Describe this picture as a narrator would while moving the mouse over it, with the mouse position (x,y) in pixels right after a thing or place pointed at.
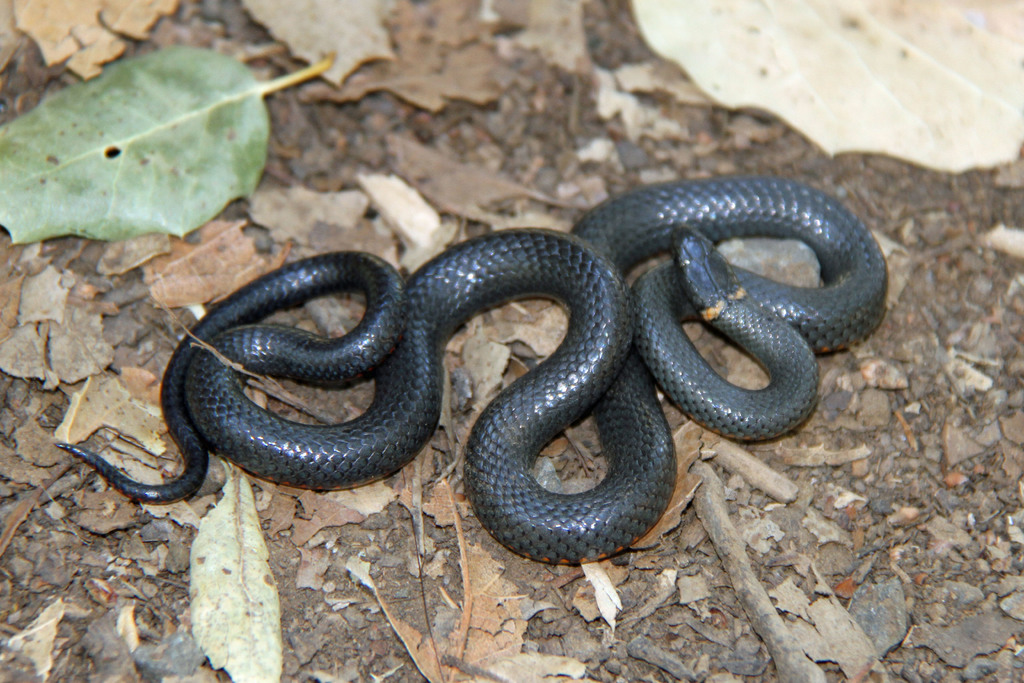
In this image we can see a black color snake (780,327) on the ground (867,169). Here we can see the dry leaves (662,39).
